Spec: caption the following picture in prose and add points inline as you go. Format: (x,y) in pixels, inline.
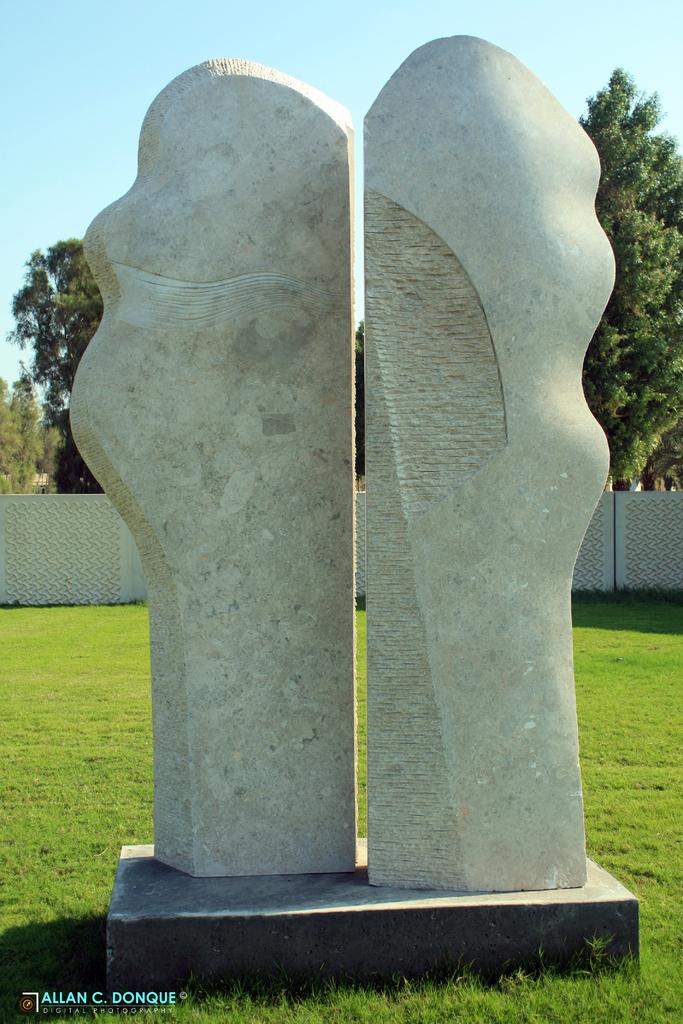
In this image I can see two sculptures (342,473) on an object (315,920). There is grass (74,733), sky (28,144), trees (70,477), walls (43,585). And at the bottom of the image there is a watermark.
